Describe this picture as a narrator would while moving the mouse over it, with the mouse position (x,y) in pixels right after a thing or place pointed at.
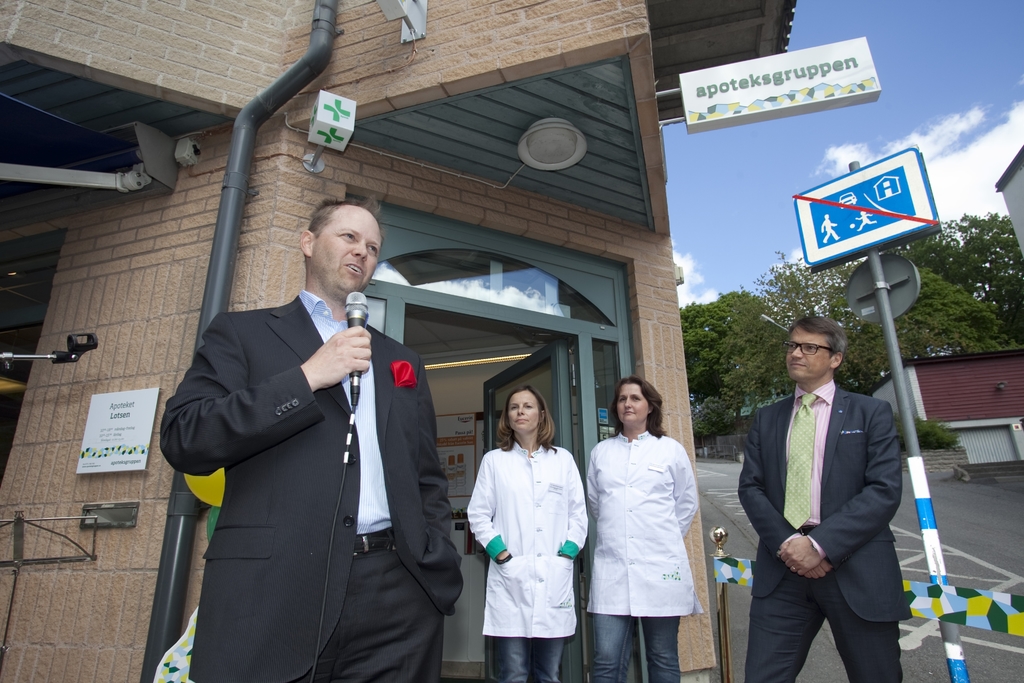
In this image I can see there are four persons (186,411) and one person (294,420) holding a mike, they are standing in front of the building (159,208) and I can see a sign board (878,224) on the right side (912,156) and the sky (966,196) and tree (969,237) visible on the right side (969,297).
